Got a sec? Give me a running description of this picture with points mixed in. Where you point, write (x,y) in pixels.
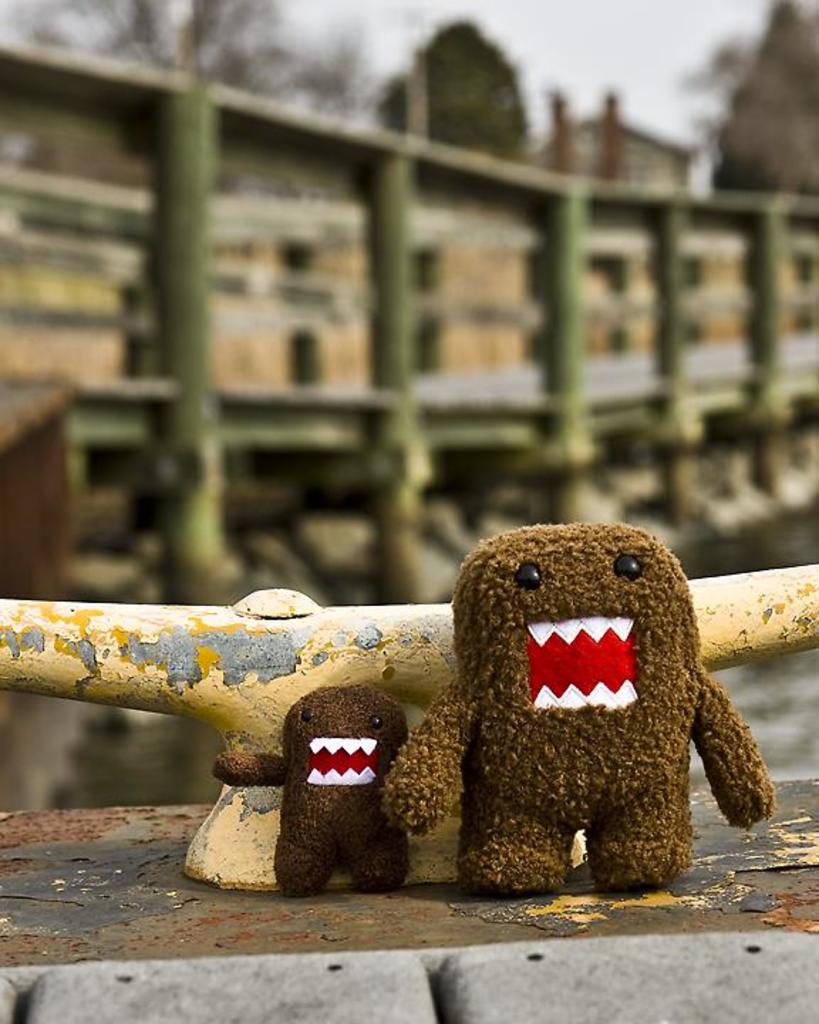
In this image I can see two toys (602,804) in brown color. In the background (597,72) I can see the pole (167,631), few buildings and the sky (579,43) is in white color.
